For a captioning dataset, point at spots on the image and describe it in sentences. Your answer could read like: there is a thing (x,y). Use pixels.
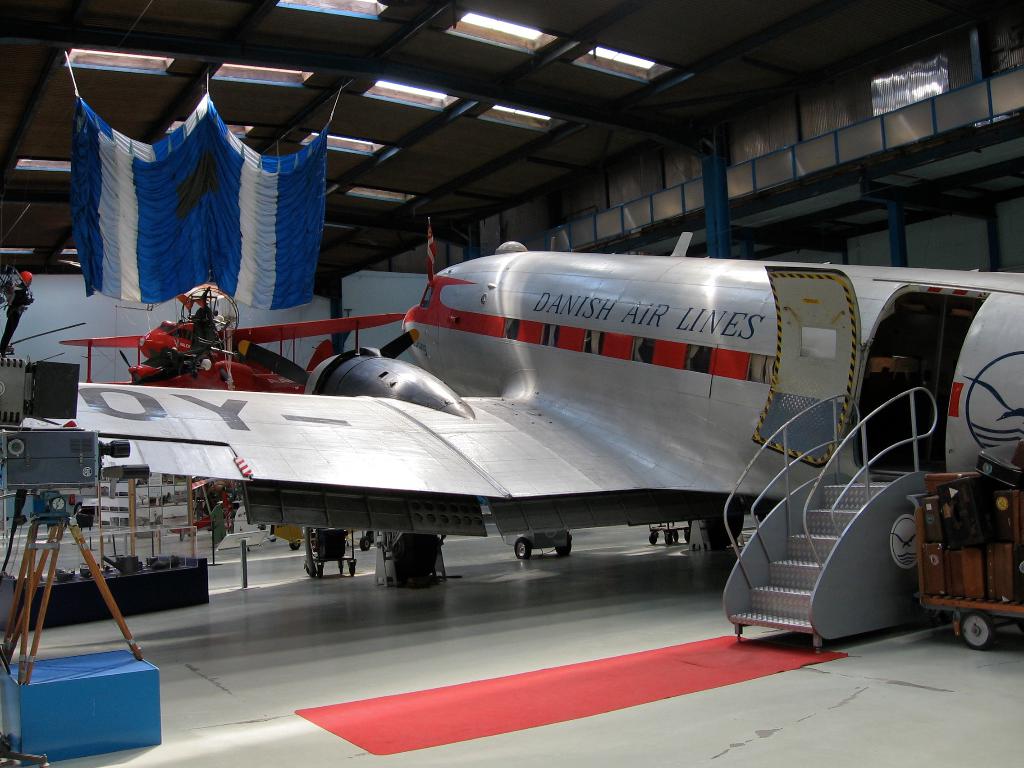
In this image we can see an airplane (481,470) on the ground (676,711). Here we can see the ladder (818,603), trolley (948,602) with luggage (989,592), tripod stand (36,546), an aircraft (281,330), curtains (151,260) and lights (257,75) to the ceiling (550,145) in the background (595,58).
